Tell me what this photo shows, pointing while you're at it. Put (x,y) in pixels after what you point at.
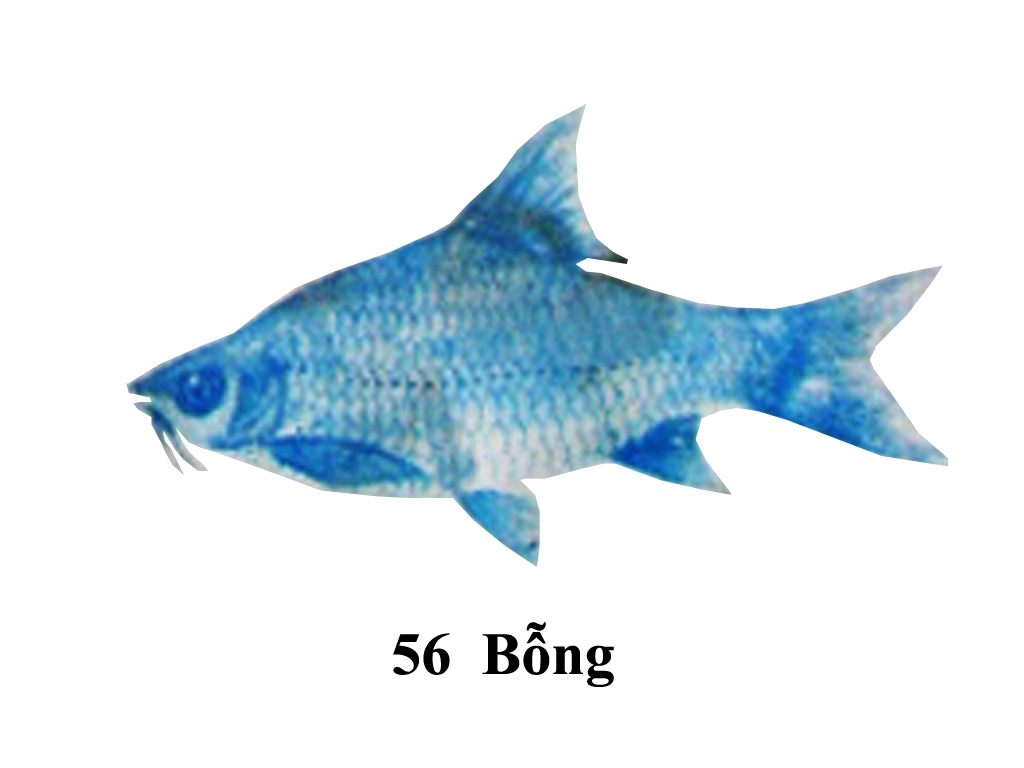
In this image we can see the blue color fish (577,319). At the bottom (486,653) we can see the text (492,651) and also the number (435,654). The background (143,582) is in white color.
